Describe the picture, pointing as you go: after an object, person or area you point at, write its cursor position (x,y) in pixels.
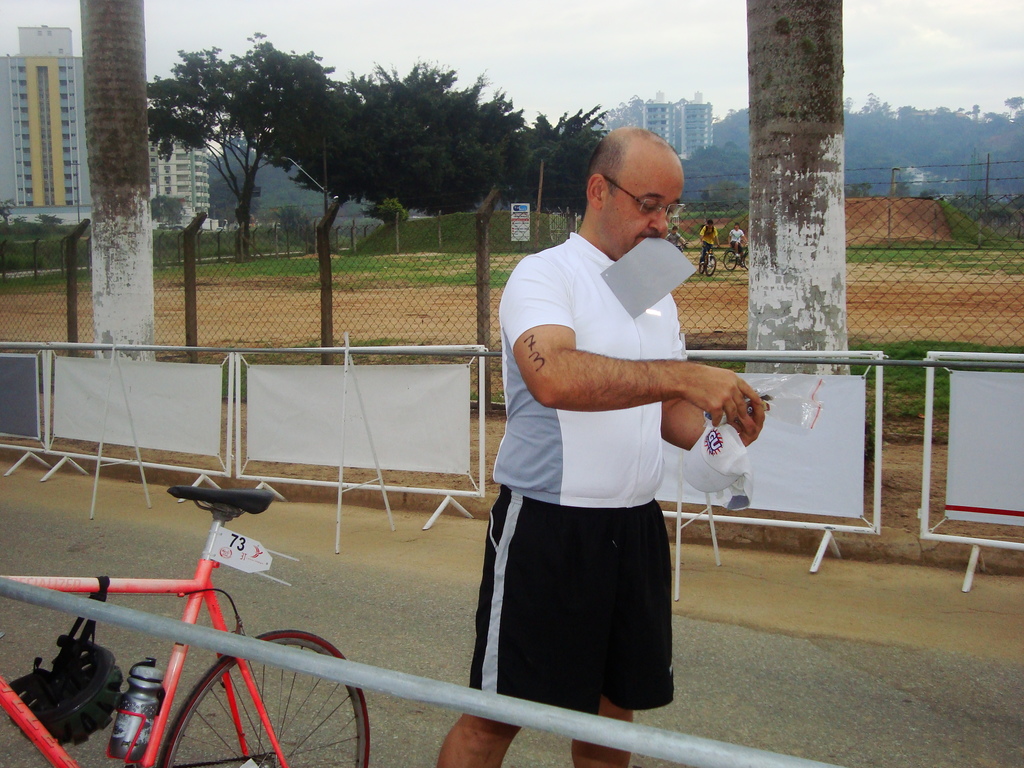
The person (567,396) wearing white shirt (605,320) is holding something with his mouth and hands (739,427) and there is a red bicycle (186,582) beside him and there are few people (708,232) riding bicycles (725,264) and there are trees (284,128) and buildings (11,60) in the background (490,156).
